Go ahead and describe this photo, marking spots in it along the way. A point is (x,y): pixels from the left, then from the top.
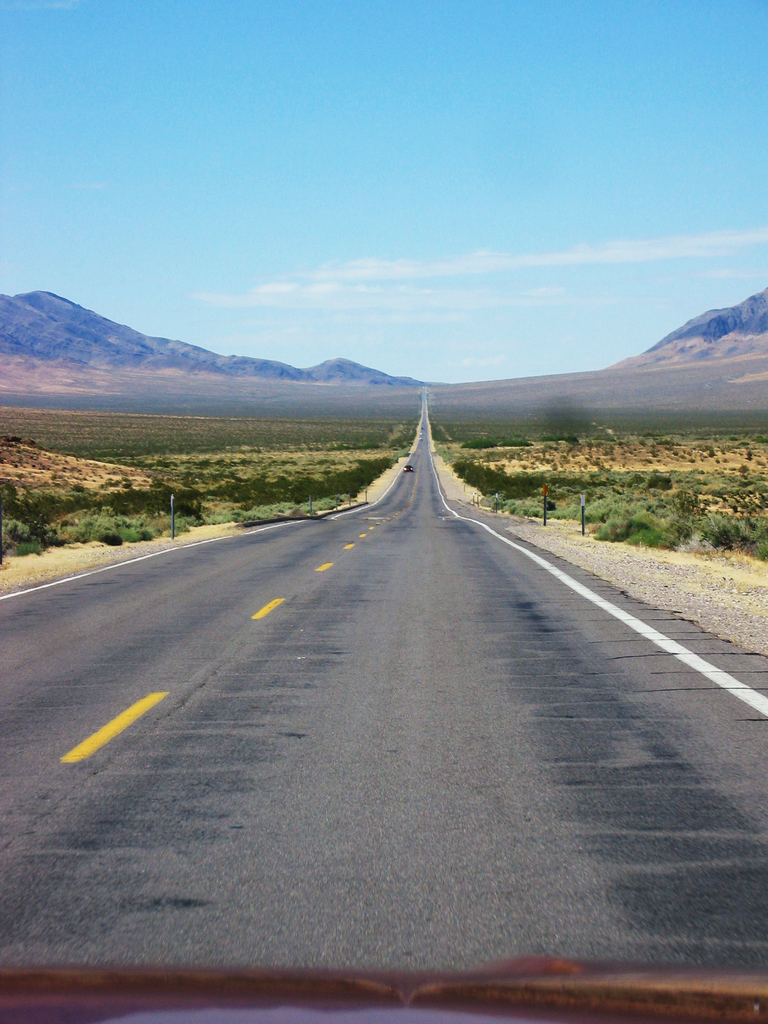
In this image a vehicle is on the road (309,597) having few painted lines (392,487) on it. On both sides of road (297,620) there is a grassland (660,498) having few trees (616,500) and poles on it. Behind there are few hills (710,368). Top of image (412,190) there is sky (434,253) with some clouds (497,301).
